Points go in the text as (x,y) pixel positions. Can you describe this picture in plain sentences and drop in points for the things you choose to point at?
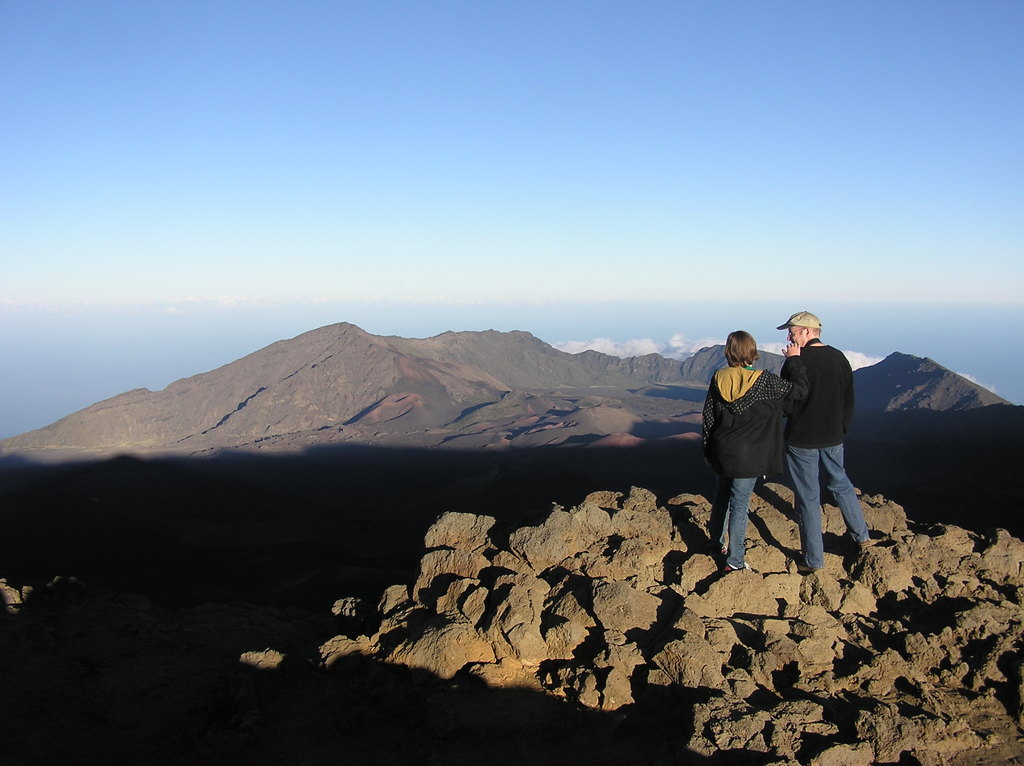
In this picture there is a man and a woman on the right side of the image (725,455), on the rocks (898,543).
